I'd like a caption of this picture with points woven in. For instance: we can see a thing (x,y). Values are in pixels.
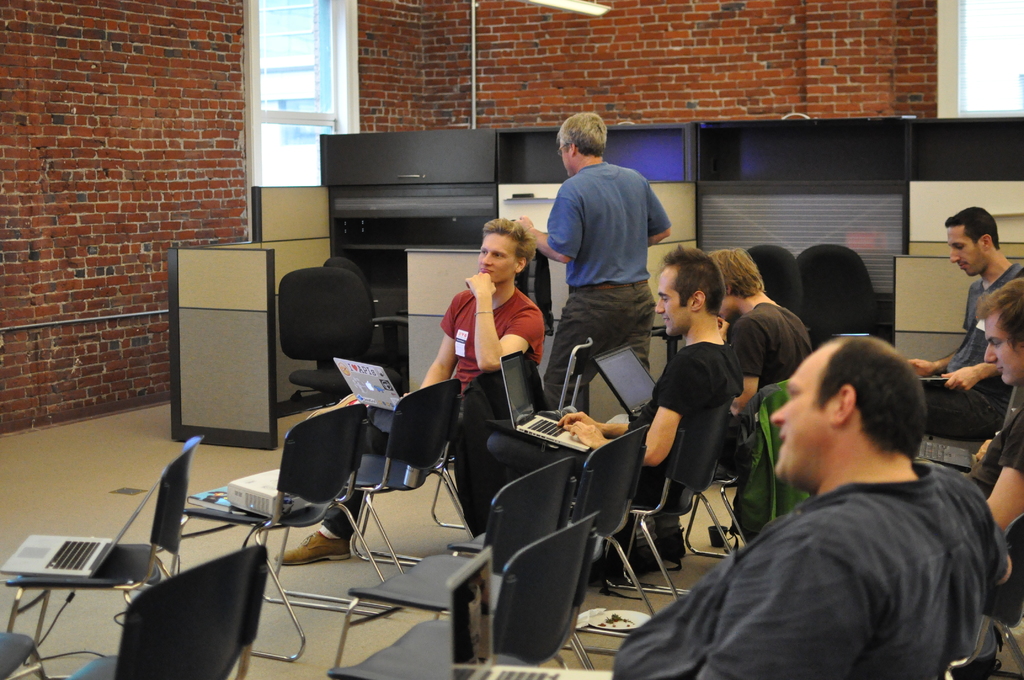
This image consist of many persons (684,639) sitting in a room (386,356). There are many chairs (217,642) in this image. To the left (92,551), there is a laptop (91,567) kept on the chair (123,577). In the background (638,47), there is a wall (598,60) along with window (291,96). In the front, there is a man (458,354) sitting and wearing a red t-shirt (472,356) and using a laptop (393,393). To the right (909,608), the man (864,598) sitting is wearing a black shirt (831,581).
